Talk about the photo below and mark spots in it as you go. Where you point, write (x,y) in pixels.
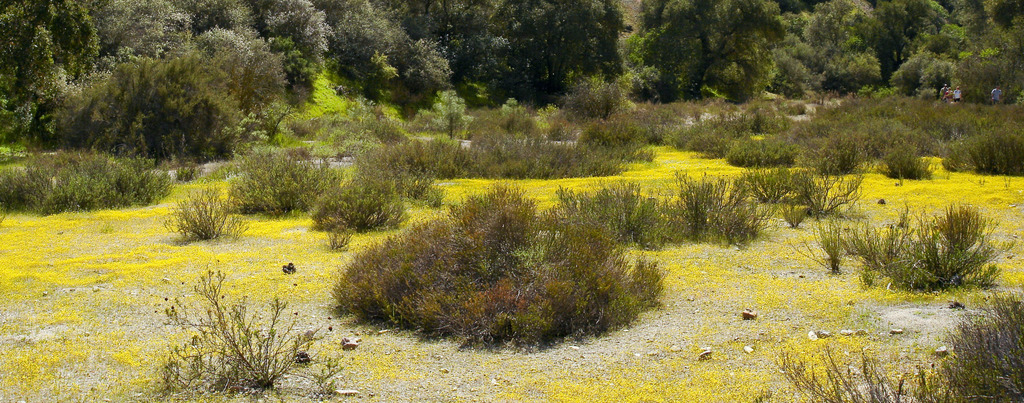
In this image there is grass (569,369), there are plants (334,375) at the bottom (656,373). There are people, trees (929,21) on the right corner (946,95). There are plants (897,113), trees (478,8) on the left corner (265,141) and in the background (10,126).
